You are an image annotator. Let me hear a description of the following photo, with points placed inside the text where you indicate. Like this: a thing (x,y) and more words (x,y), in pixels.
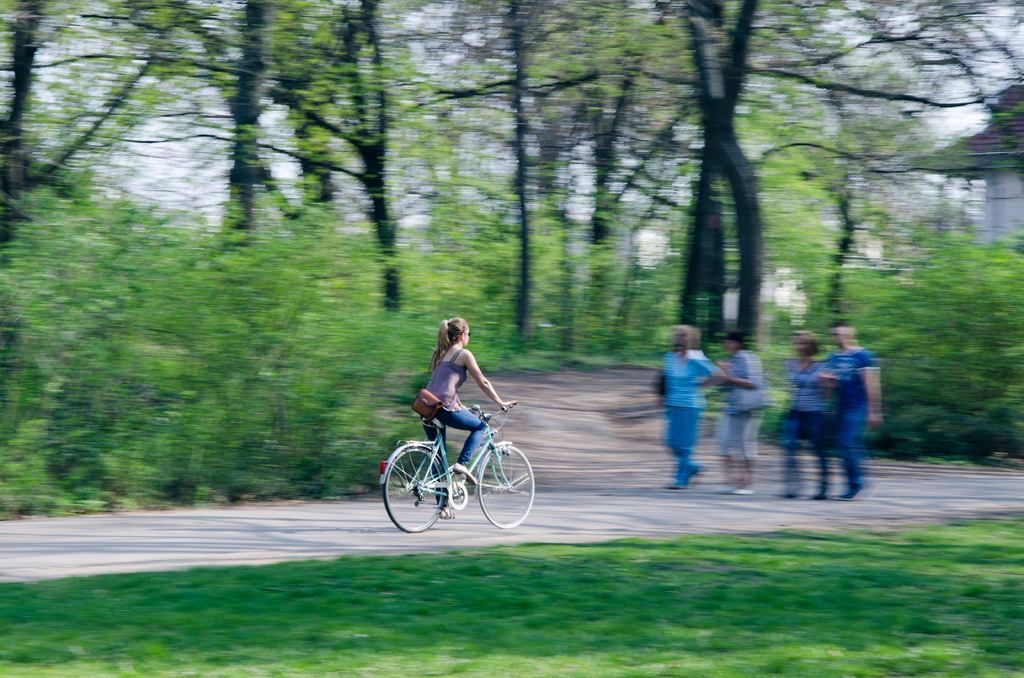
In this picture there are people (809,337), among them there is a woman (467,468) riding bicycle (452,474) on the road (519,515) and we can see grass (279,574) and plants (267,450). In the background of the image (754,263) it is blurry and we can see trees (968,186), sky (982,116) and wall (995,225).
